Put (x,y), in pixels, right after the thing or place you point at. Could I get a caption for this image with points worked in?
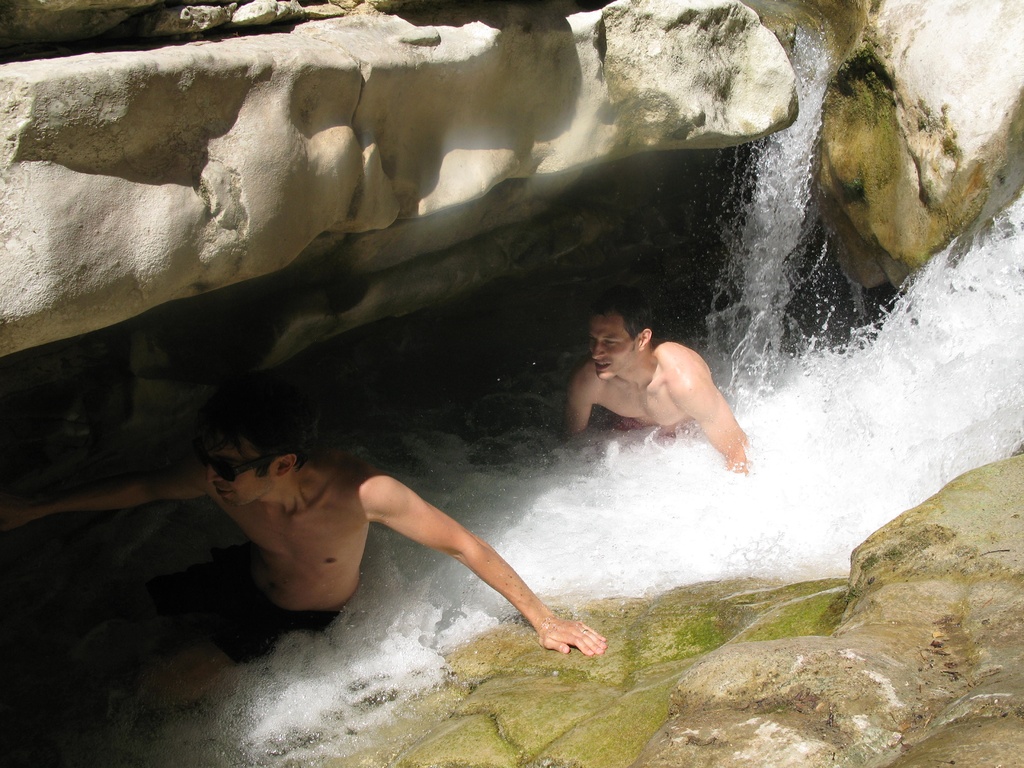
In this picture we can see two people (282,612), one person (237,605) is wearing a goggle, here we can see water (520,574) and rocks (919,539).
